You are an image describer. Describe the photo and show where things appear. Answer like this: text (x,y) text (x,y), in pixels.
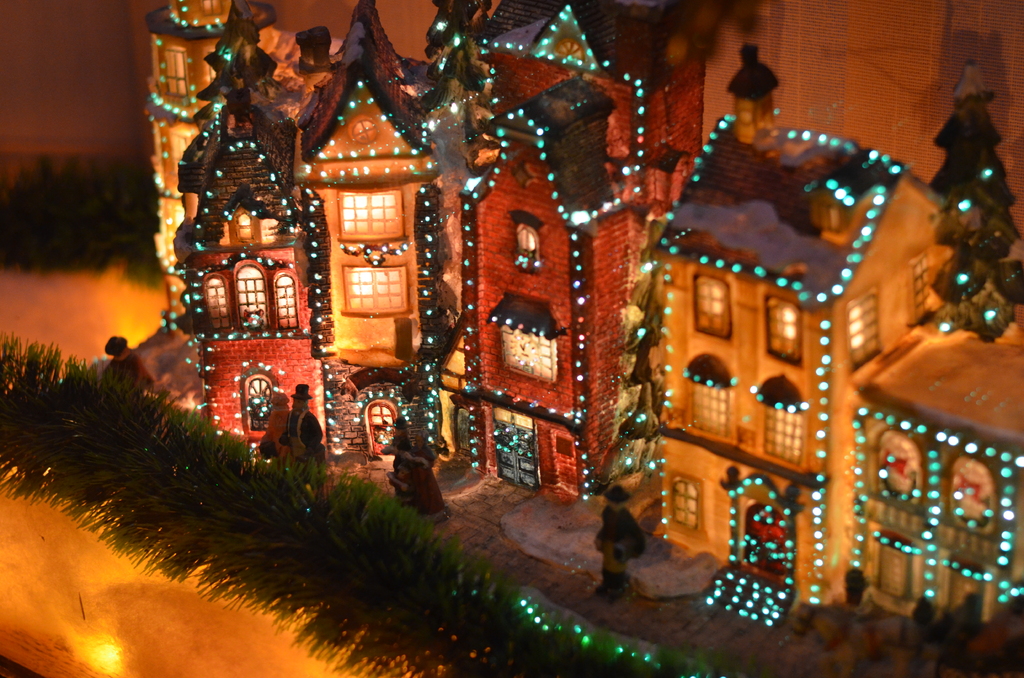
In this image I can see the miniature (518,407) and I can see few persons (426,496) standing. In the background (723,421) I can see the building (510,112) decorated with lights (642,139).
